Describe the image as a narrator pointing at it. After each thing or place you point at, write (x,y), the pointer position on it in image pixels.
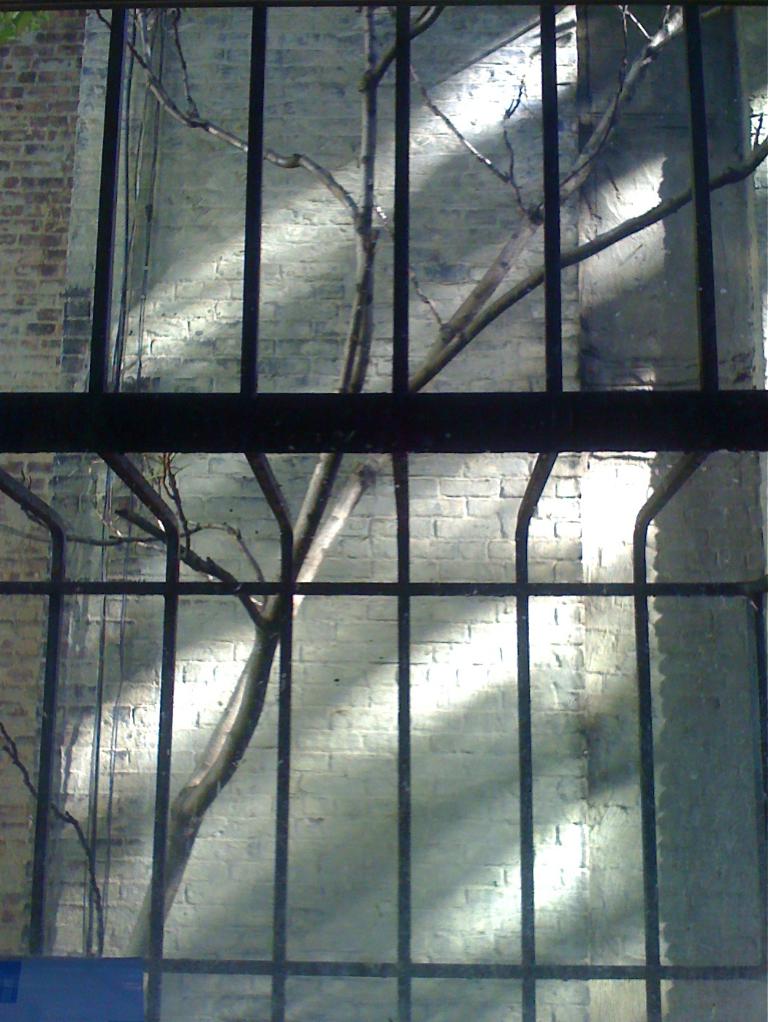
In this image we can see a grill (410,787) and there is a tree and a wall (196,221) through the grill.
